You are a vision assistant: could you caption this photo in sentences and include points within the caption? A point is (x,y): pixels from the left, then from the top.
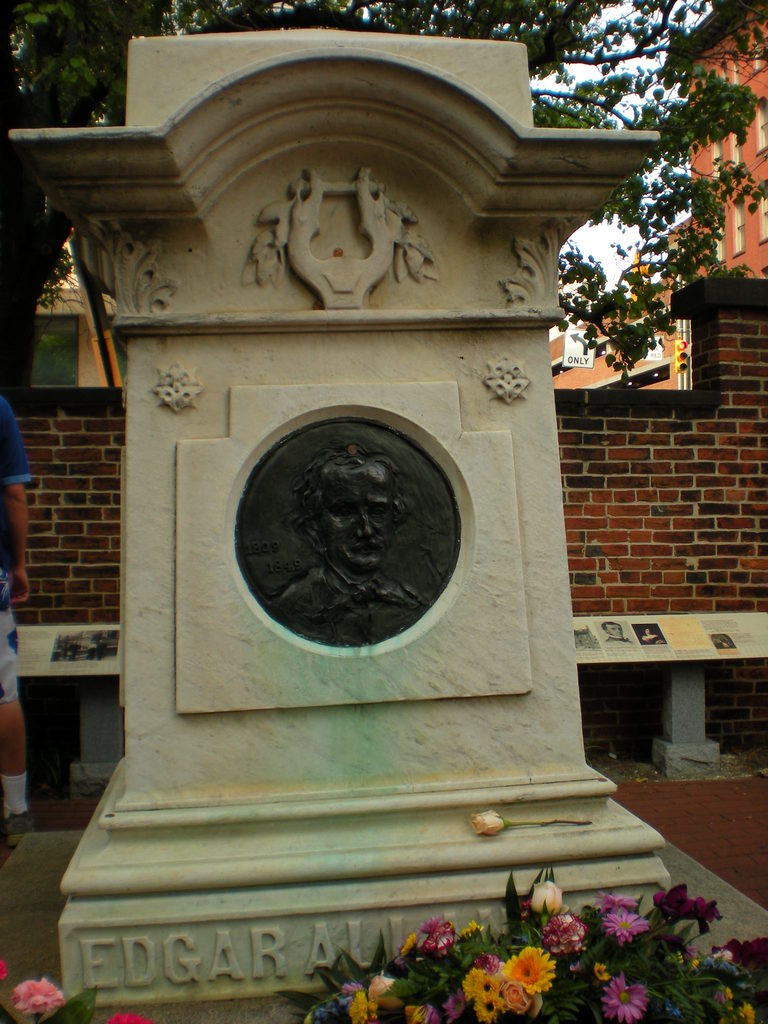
In this image, we can see a grave (426,484) with some carvings (363,522) and text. We can also see some flowers (505,968). We can see the ground (727,801). We can see the wall (719,502). We can see the shelf (28,641) and some poles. We can also see a person (2,523) standing. There are a few buildings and a tree (601,83). We can see the sky (622,64).
